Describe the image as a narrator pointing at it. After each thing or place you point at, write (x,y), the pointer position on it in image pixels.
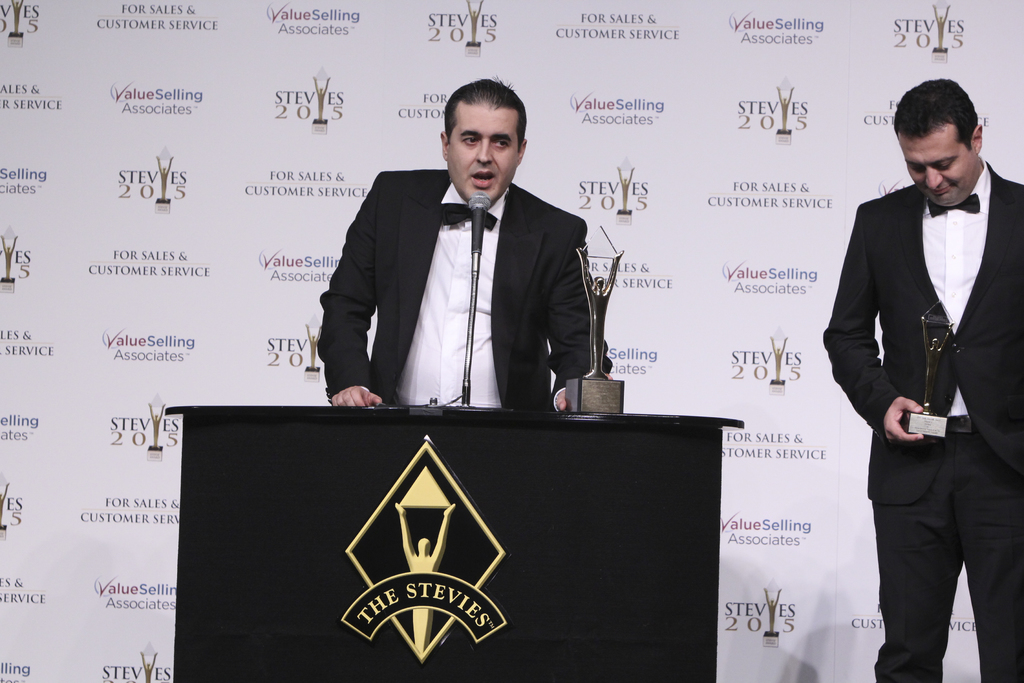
In this picture we observe two guys (363,251) who received awards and one of the guy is talking in front of a mic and in the background (406,162) we observe a poster (181,200) on which STEVIES 2015 is written.
